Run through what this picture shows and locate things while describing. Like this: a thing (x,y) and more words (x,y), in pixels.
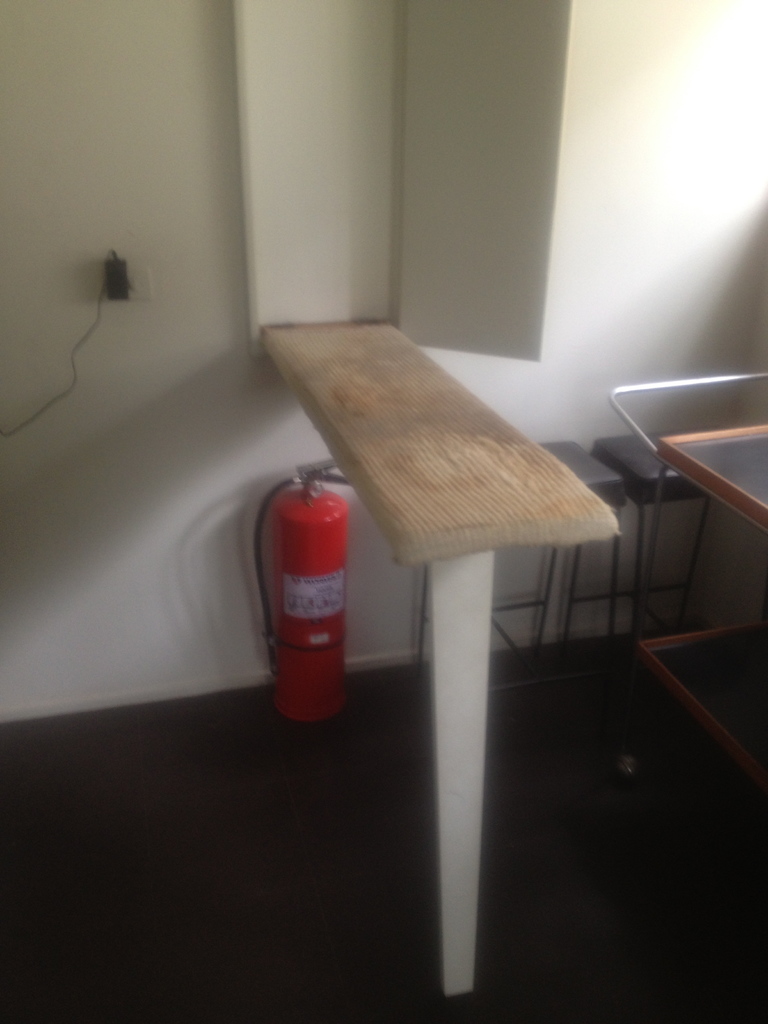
In this image I can see a fire extinguisher (295,610). In the background (134,300), I can see a switch board (151,289) on the wall (164,271).
